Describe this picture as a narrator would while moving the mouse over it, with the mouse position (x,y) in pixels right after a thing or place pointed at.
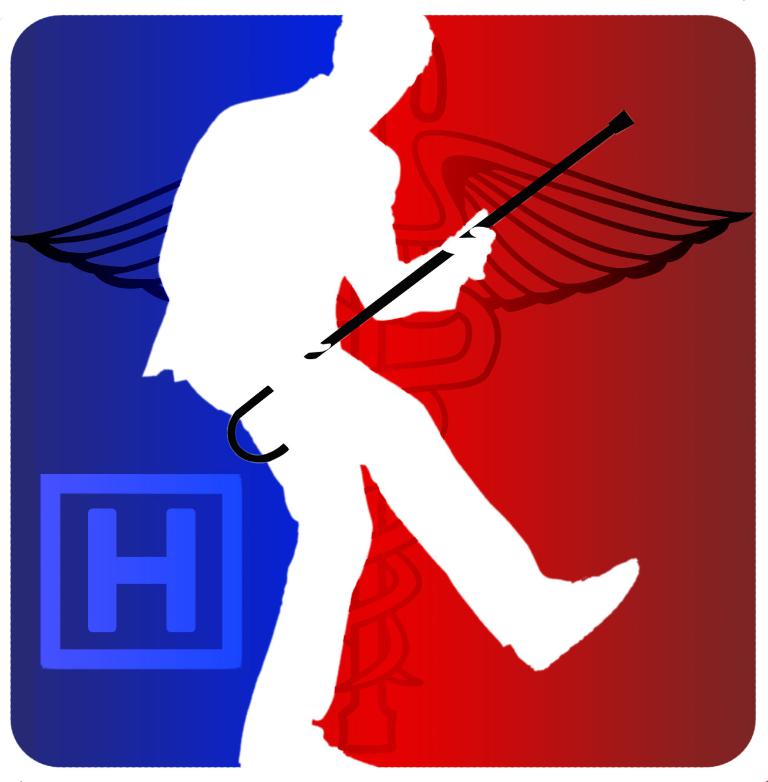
This is a painting. In this painting, we can see there is a person (284,311) holding a stick (337,341). In the background (391,555), there is a letter (103,522) and a design (559,231). And the background (394,639) is in blue and red color combination.
